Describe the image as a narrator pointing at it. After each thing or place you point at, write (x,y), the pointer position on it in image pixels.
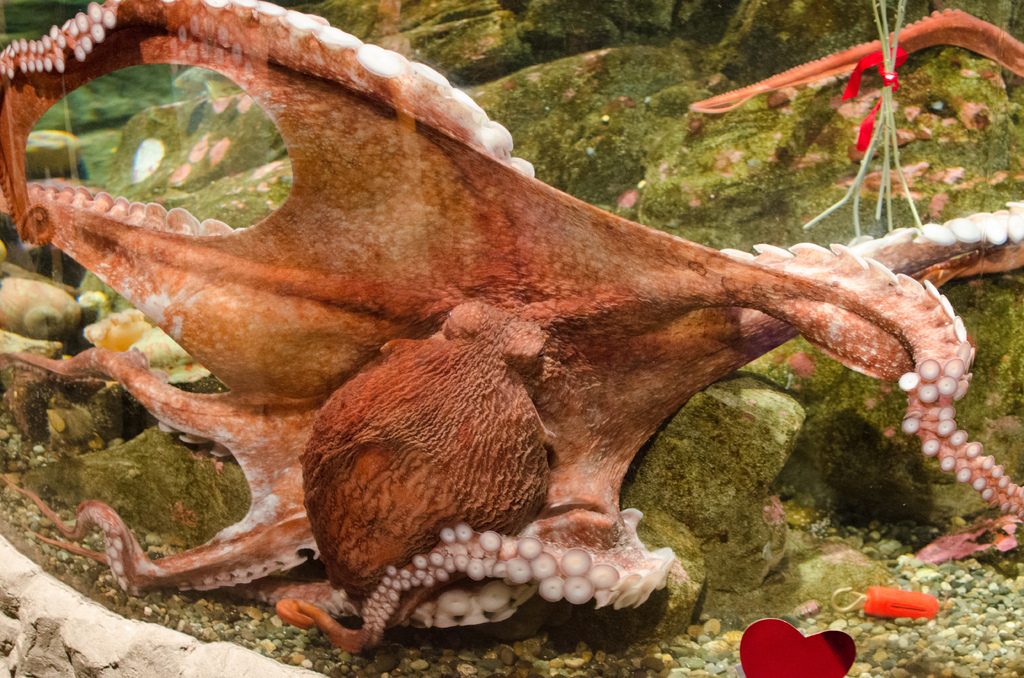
In the picture we can see common octopus (375,321) which is under water (950,643) and we can see some stones (840,612).
